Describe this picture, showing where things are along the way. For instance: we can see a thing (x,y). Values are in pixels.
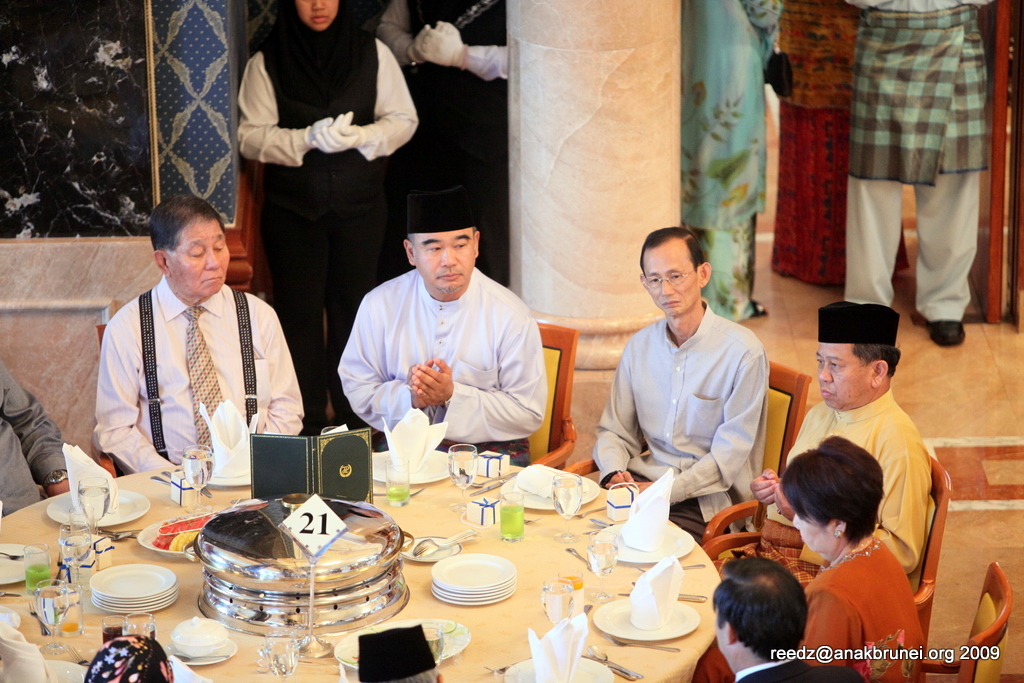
On a table (498,545) there are plates (145,539), glasses (282,643), napkin (568,628), spoons (596,650), table number (313,645) and other items (200,541). People (17,447) are seated around the table (14,528) on the chairs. Few people (901,126) are standing at the back (905,143). There is a pillar (535,304) at the center (532,310) back.
